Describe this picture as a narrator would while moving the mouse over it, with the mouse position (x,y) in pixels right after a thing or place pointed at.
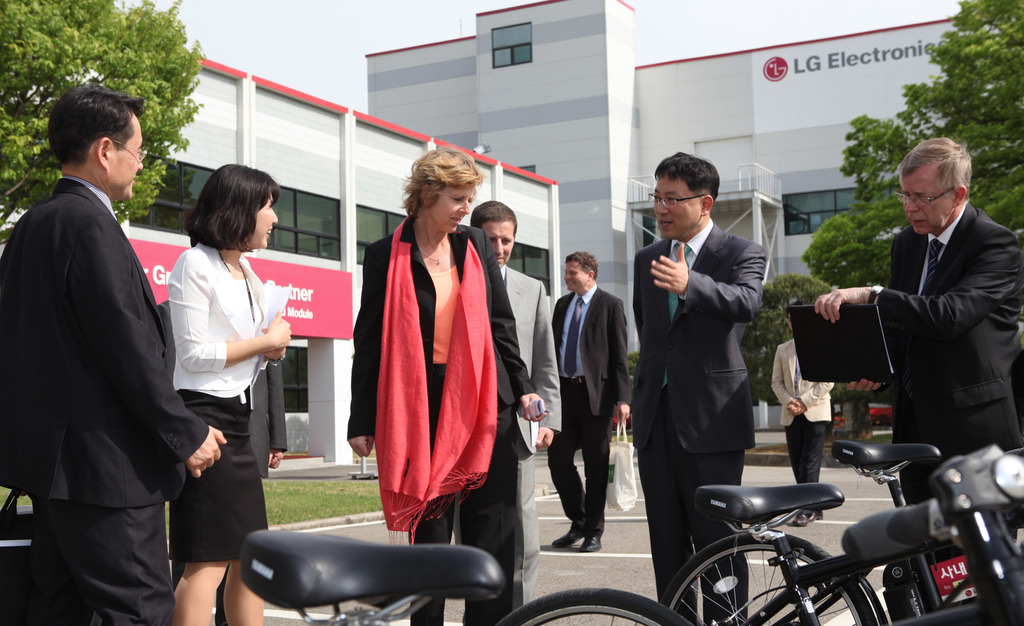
At the bottom of the image (770,538) there are bicycles (964,510). Behind them there are few people (499,359) standing. Behind them on the ground (305,501) there is grass (344,493). In the background (485,145) there are trees (1014,116) and also there are buildings (618,114) with pillars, glass walls (820,200) and also there are name boards (774,78) with names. At the top of the image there is sky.
